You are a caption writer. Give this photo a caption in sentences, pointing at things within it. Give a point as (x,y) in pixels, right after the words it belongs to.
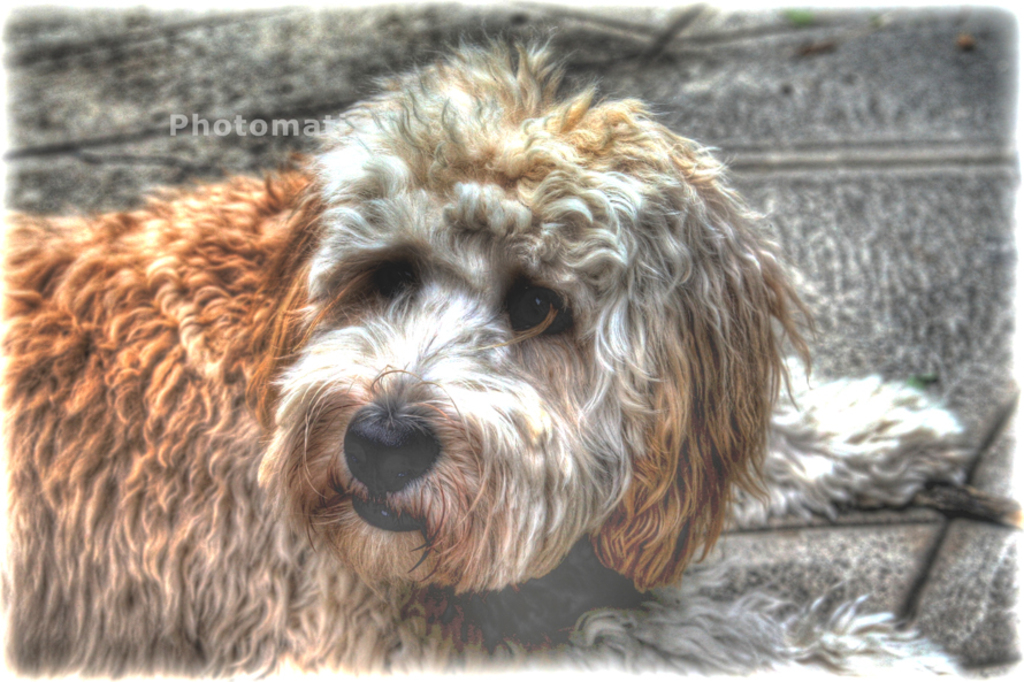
In this picture we can see a dog (404,437) on the surface (796,218).
